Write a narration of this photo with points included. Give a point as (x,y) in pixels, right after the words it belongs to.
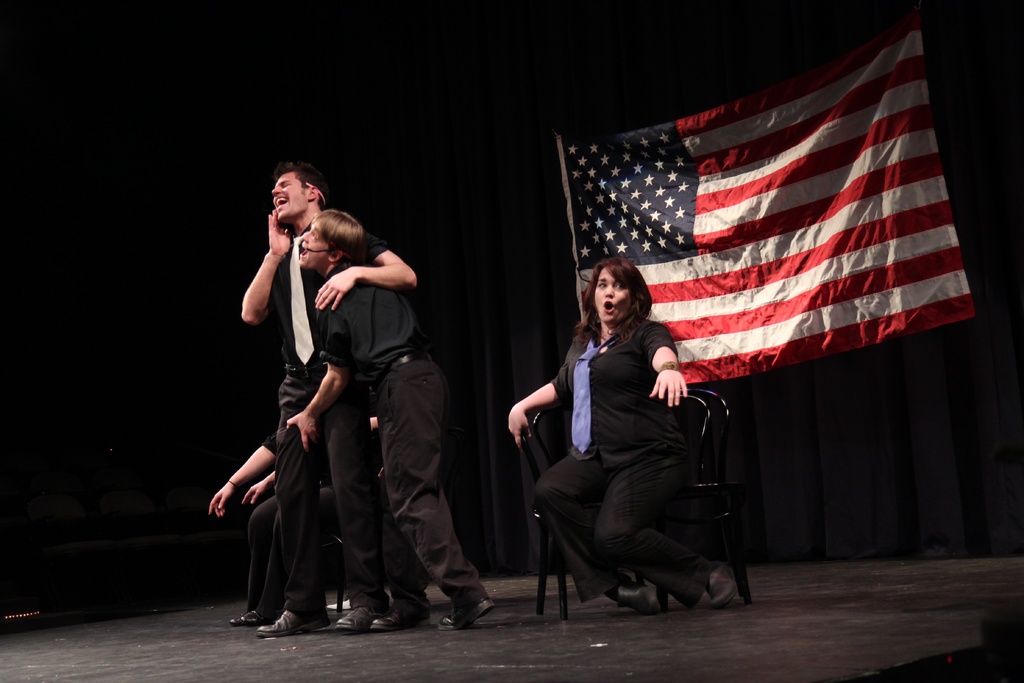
In this image there are some people (443,623) sitting and standing on the stage (697,618) doing some play, behind them there is a flag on the wall (488,362).
